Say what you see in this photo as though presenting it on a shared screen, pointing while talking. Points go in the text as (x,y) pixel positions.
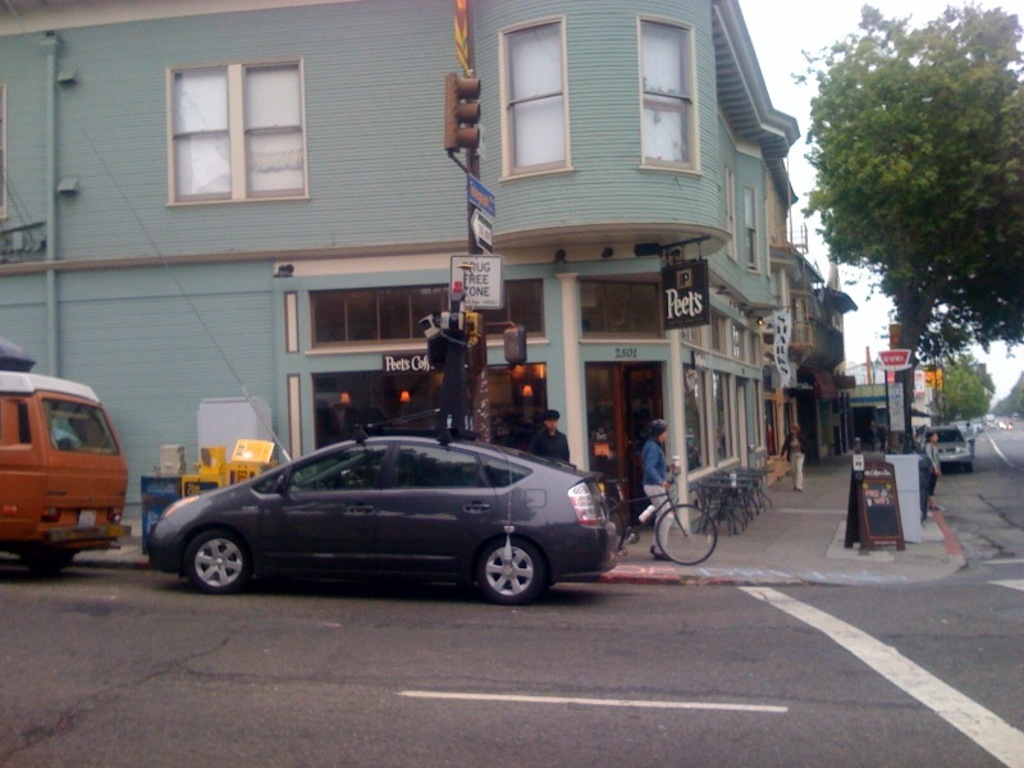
This picture shows buildings (638,298) and we see trees (961,376) and few cars (951,452) parked and we see a human (656,459) holding a bicycle (648,521) and we see few people (933,470) standing and few boards (492,250) to the pole (478,216) and a traffic signal light (459,122) and we see chairs (753,480) and tables (721,490) on the sidewalk (813,489) and a woman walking and we see a cloudy sky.
